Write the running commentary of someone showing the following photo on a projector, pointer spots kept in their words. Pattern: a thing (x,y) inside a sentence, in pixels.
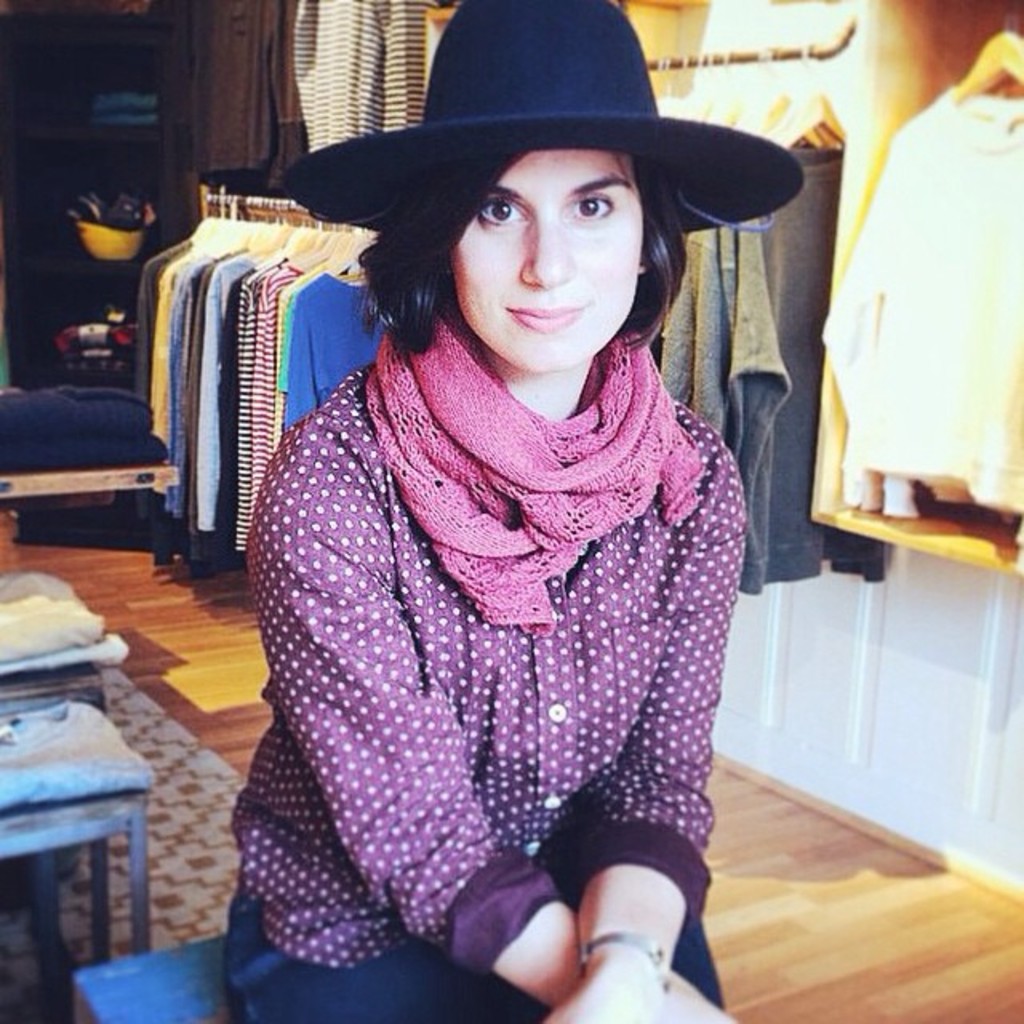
In this image I can see a person (561,743) sitting and posing for a picture. This seems to be a cloth store (383,78) I can see various clothes (839,354) hanging. I can see some other objects (96,268) behind.
